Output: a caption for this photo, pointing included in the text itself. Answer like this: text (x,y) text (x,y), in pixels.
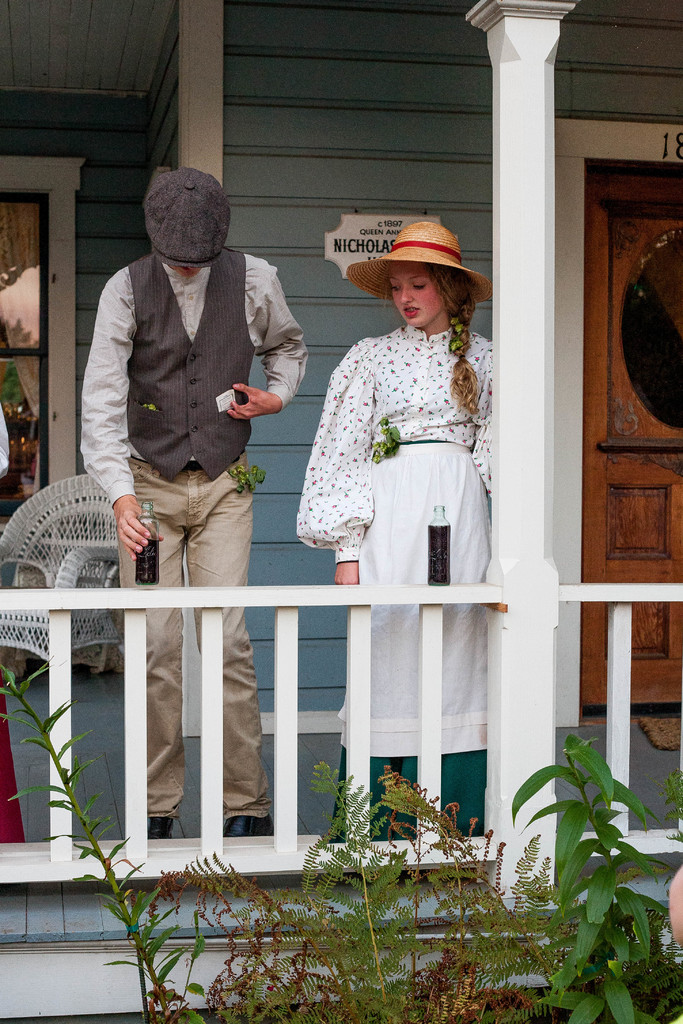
There is a lady (436,482) wearing a hat (403,233). Near to her there is a man (178,303) wearing a cap (170,247) and holding a bottle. In front of them there is a railing (288,728) with pillar (512,555). On the railing (399,590) there is a bottle (433,528). There are plants (409,938). In the back (388,140) there is a wall (351,135), door (606,214) and a chair (59,532).
